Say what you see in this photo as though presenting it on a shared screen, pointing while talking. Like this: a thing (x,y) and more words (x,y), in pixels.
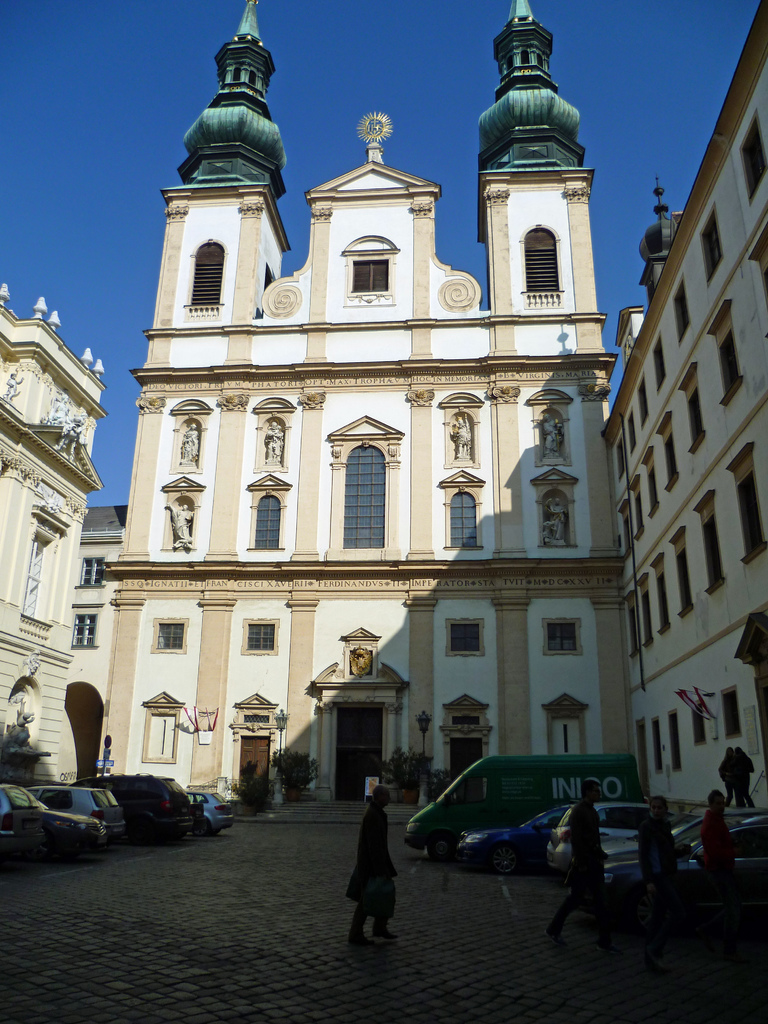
In the center of the image (337,502) we can see a building (334,595), windows (363,498), doors (356,708) are present. At the bottom of the image (418,848) we can see some persons (663,886), trucks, plants (283,770), lights (421,721), boards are there. At the top of the image (84,106) sky (103,170) is there. At the bottom of the image (322,983) ground (281,936) is present.
